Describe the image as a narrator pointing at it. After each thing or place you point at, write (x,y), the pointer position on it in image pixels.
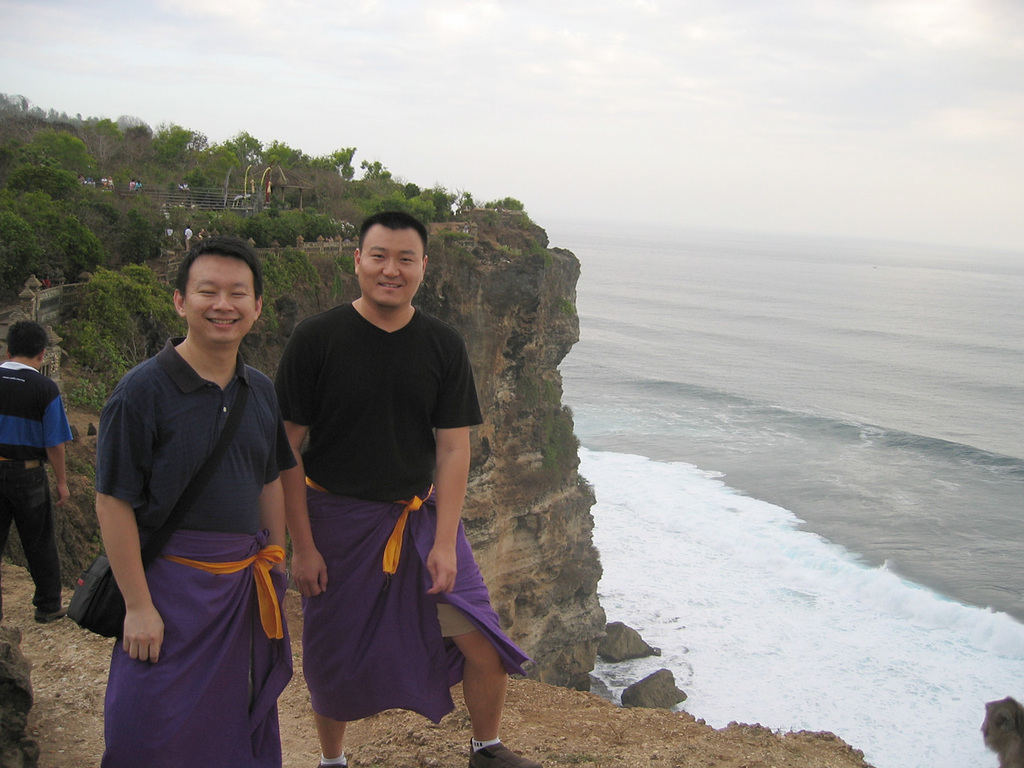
In this picture there are two persons (295,366) standing in the foreground (230,391) and smiling and there is a person (41,482) standing. At the back (30,185) there are group of people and there are trees (148,225) on the hill (179,205). On the right side of the image (754,452) there is water (817,413). At the top (646,86) there is sky (591,46) and there are clouds (686,30).
